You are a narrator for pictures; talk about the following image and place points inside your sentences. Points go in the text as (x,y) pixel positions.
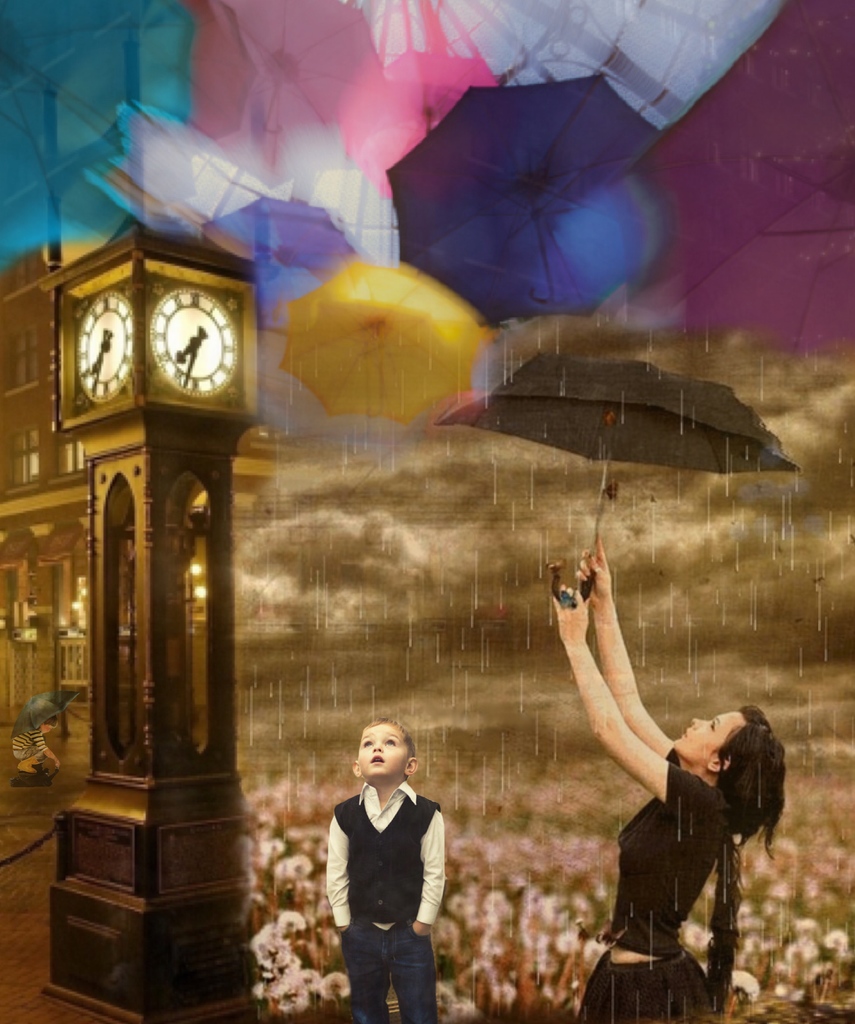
In the center of the picture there is a kid (413,772). On the right (719,856) there is a woman (675,857) in black dress (664,883) holding an umbrella (626,416). At the top (7,223) there are umbrellas (420,190). On the left (191,591) there is a clock tower (121,485) and building (76,540) and there is a kid (31,742) holding an umbrella (28,722). In the background (491,848) there are flowers (521,836). In the center of the picture (403,535) there are clouds (438,540) and it is raining. This is an edited image.
